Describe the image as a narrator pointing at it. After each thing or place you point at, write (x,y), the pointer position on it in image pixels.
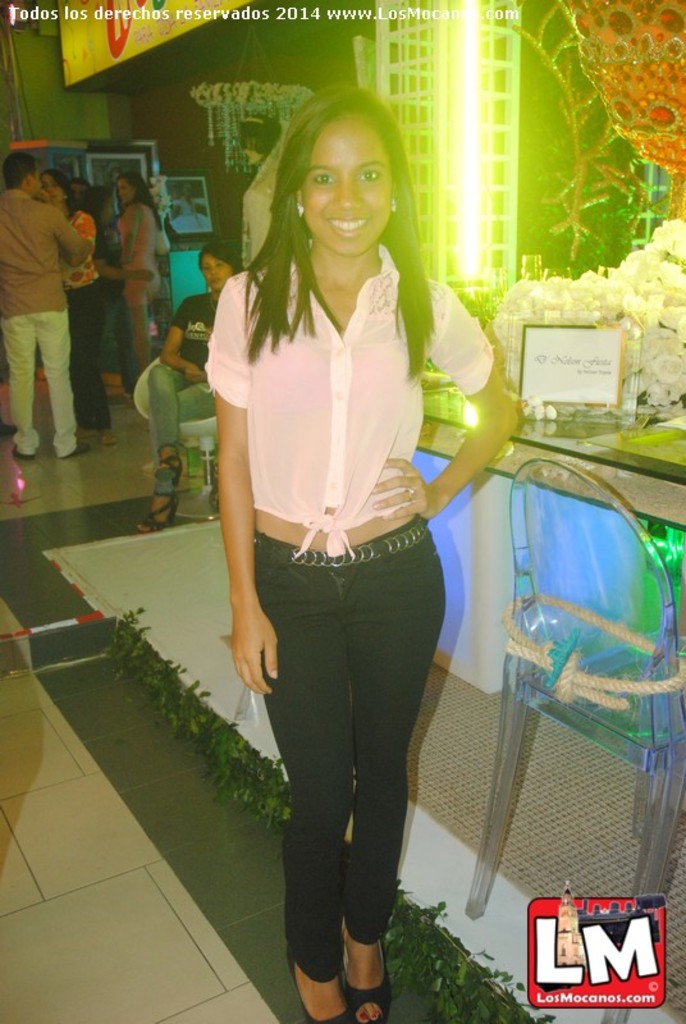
There is a woman (400,386) standing on the floor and smiling, beside her we can see chair (621,584) and board (539,356) and flowers (663,359) on the table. We can see green leaves (118,646) and decorative object (633,81). In the background (54,146) we can see people (168,408), chair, frames (182,212), wall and chandelier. At the top (137,11) we can see text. In the bottom right side of the image (548,904) we can see logo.
